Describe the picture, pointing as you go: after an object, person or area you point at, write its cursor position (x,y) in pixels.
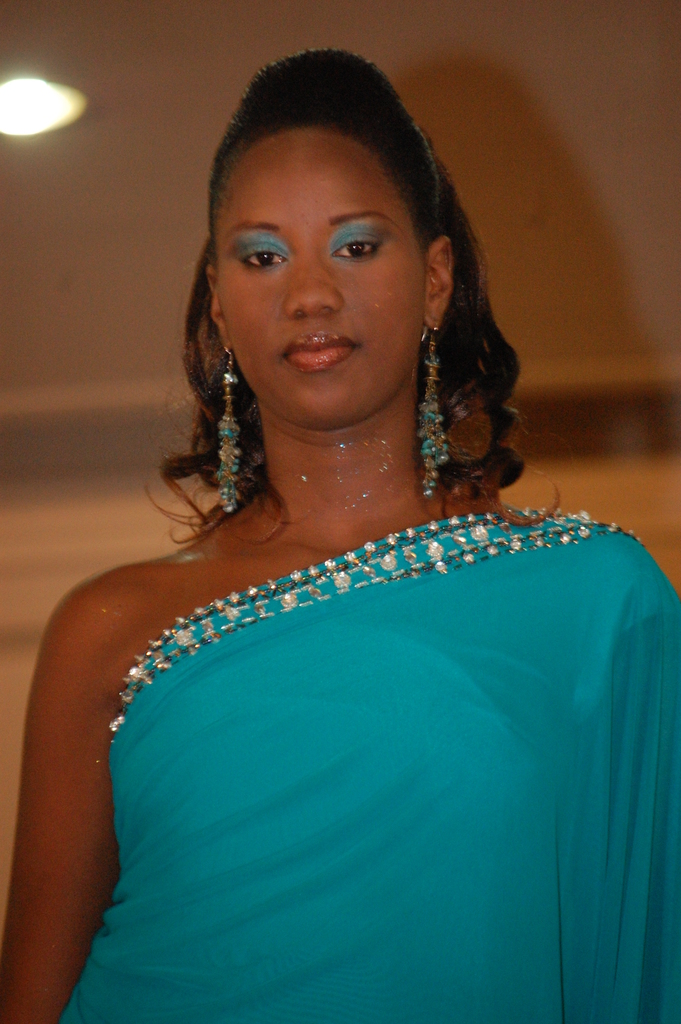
In this image in the center (295,519) there is one woman (323,585) who is standing, and in the background (39,541) there is a wall (568,364) and light (48,122).
